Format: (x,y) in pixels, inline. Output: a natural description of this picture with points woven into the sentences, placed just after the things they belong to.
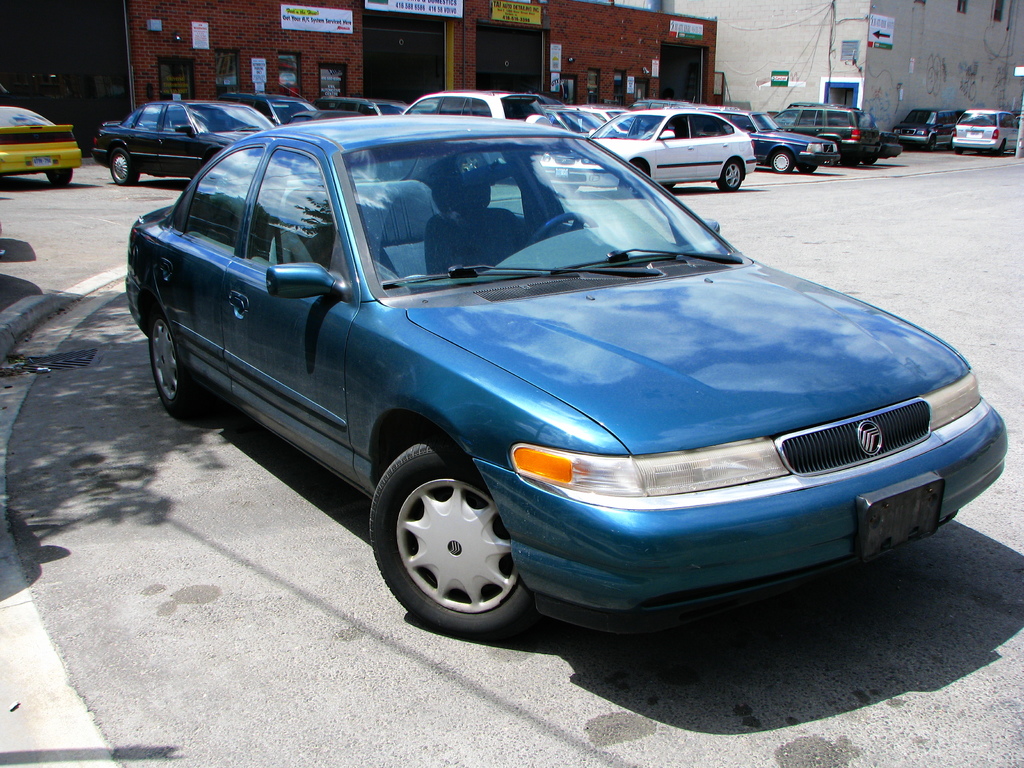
In this image I can see the road (373,695), a car (599,359) which is blue in color on the road (168,549) and in the background (686,175) I can see number of vehicles (686,131) on the ground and two buildings (869,86) which are brown and cream in color. I can see few boards (403,10) to the building (735,30).
